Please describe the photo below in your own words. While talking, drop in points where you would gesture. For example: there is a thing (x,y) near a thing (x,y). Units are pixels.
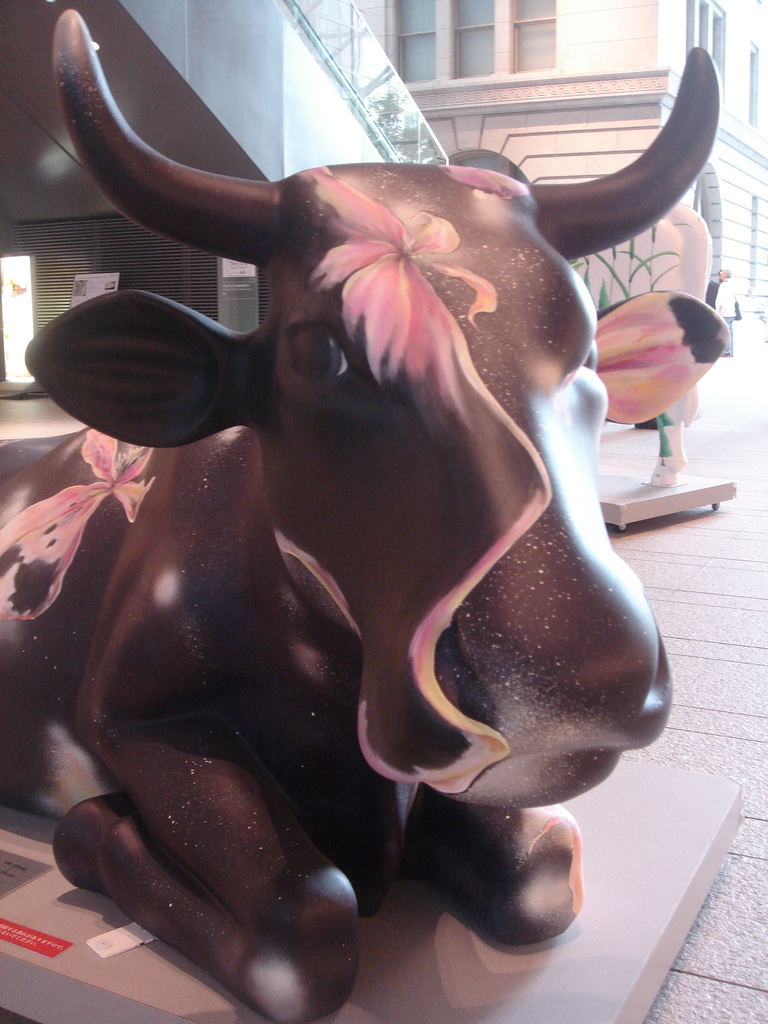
In this image there is a bull statue (443,566) in the middle (412,483). In the background (455,97) there is a building (521,79).
